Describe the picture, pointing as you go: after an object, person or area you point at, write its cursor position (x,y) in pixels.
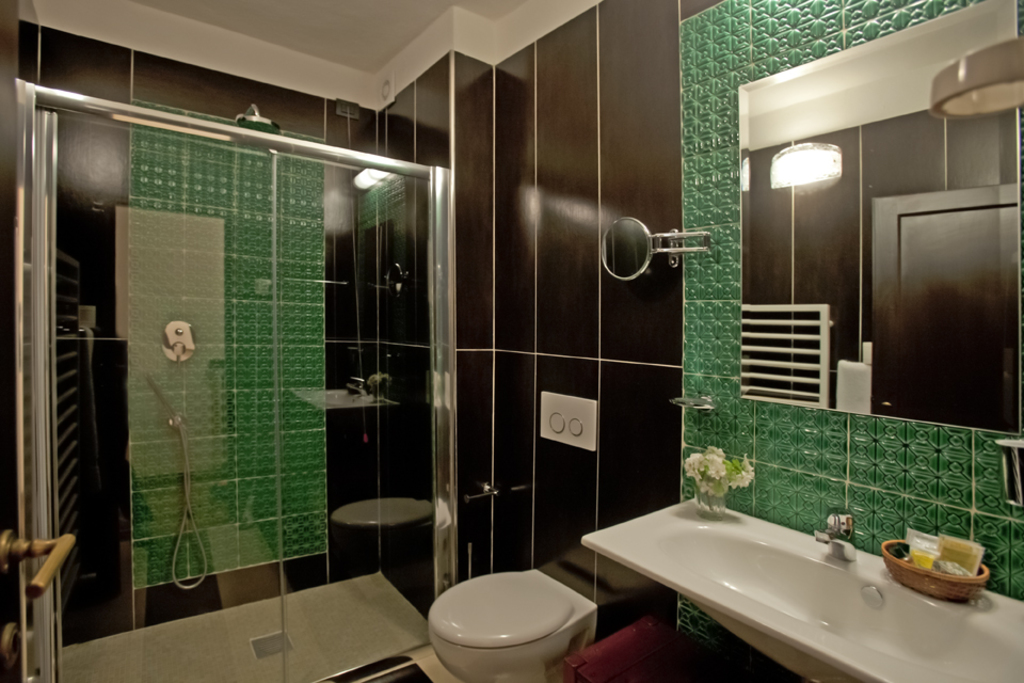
On the right side (875,444) there is a wall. On the wall (875,444) there is a mirror (838,254). On the mirror (890,268) there is a reflection (911,289) of light (800,172) and door (926,287). Near to that there is a wash basin (775,548) with a tap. On that there is a basket (910,566) with some items (921,560) and a vase (718,497) with flowers (709,479). Near to that there is a flush (527,607). There is glass wall (301,405). On the left side (60,555) there is a handle (61,536). In the back (170,406) there is a shower (166,403).
